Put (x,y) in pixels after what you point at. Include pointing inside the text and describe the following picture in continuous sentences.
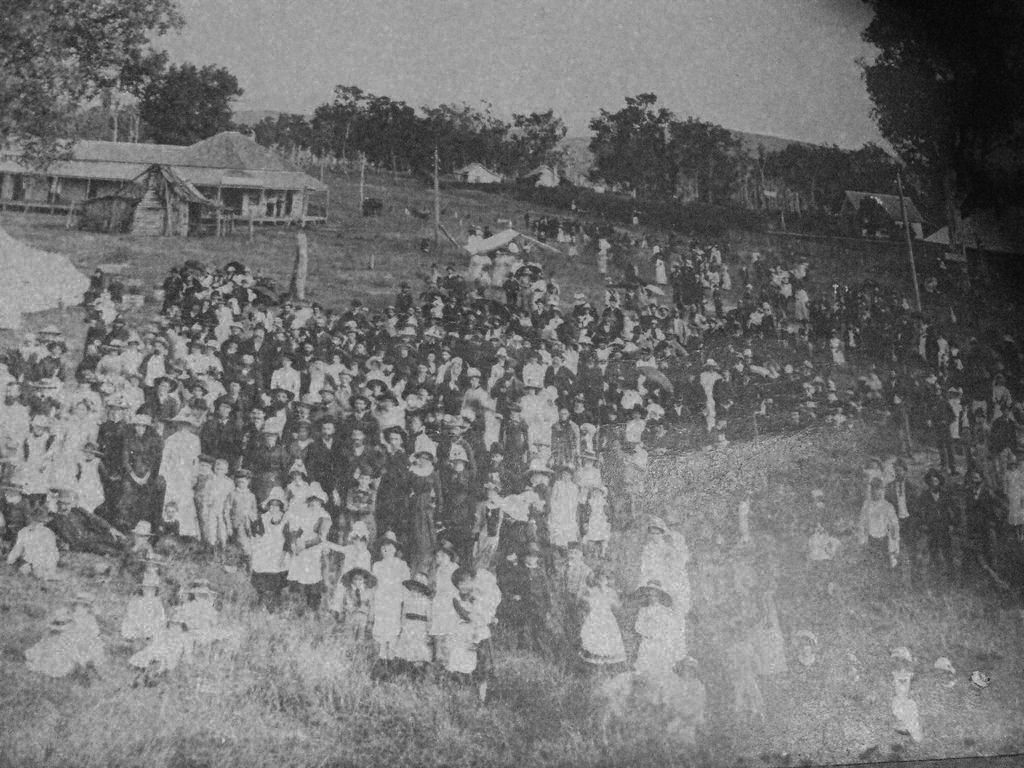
This is a old black and white image in which we can see there are so many people (494,484) standing on the grass (41,230), beside that there is a building (35,180) and trees (1017,189).
